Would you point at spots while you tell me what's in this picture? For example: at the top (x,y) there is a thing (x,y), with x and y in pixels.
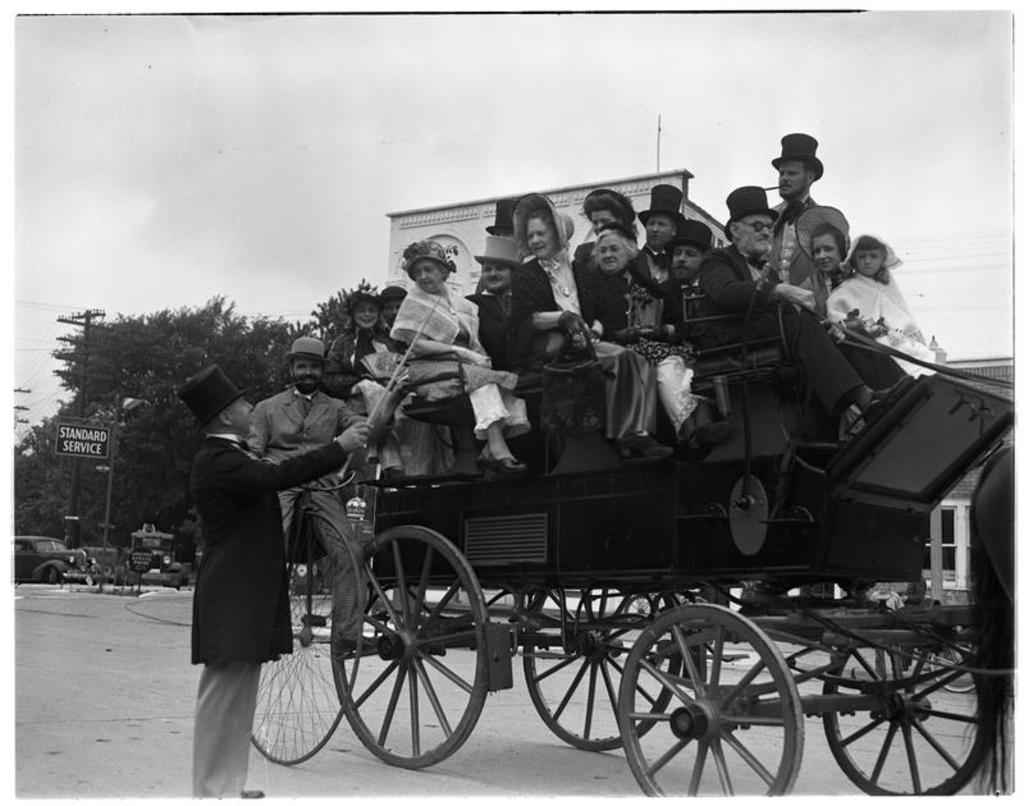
In this image we can see a few people (544,358), some of them are sitting on the cart (453,480), one person (280,537) is standing on the road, he is holding a stick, there is a board (89,448) with text (89,448) on it, there are electric poles (76,463), trees (147,401), there is a house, vehicles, also we can see some part of an animal (993,517), and the sky (184,153).
